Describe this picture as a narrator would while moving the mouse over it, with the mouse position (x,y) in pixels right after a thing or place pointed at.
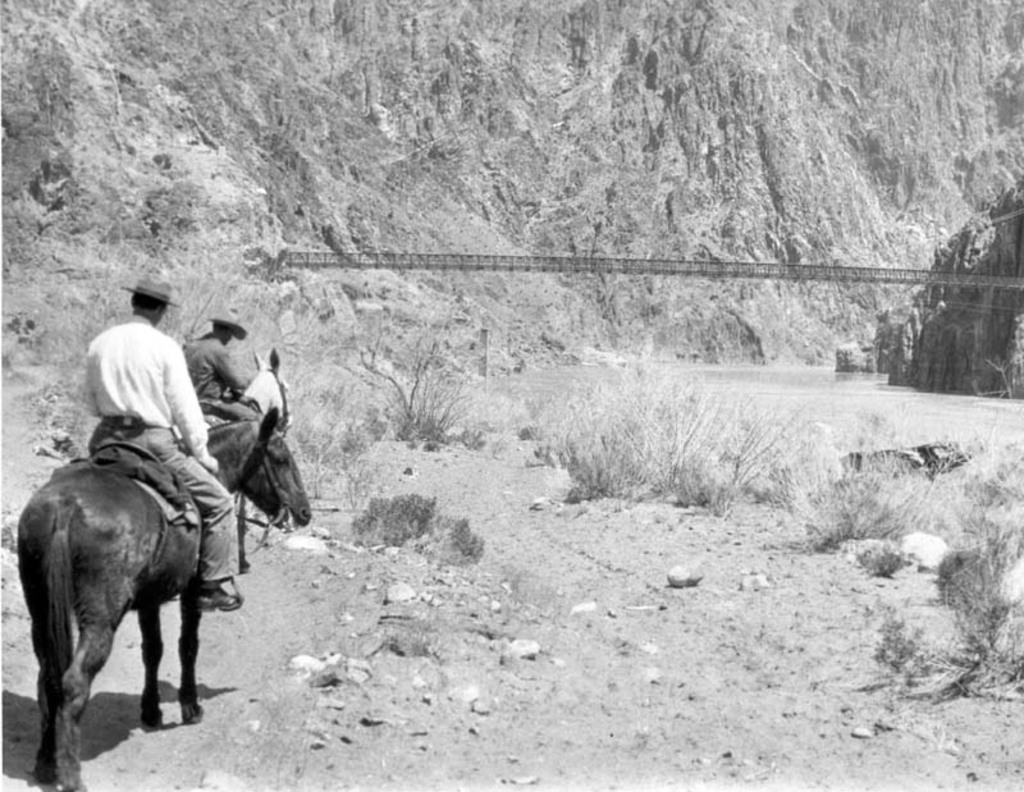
As we can see in the image there is a hill (581,101), grass (617,391), two people (222,378) sitting on horses (252,385).
